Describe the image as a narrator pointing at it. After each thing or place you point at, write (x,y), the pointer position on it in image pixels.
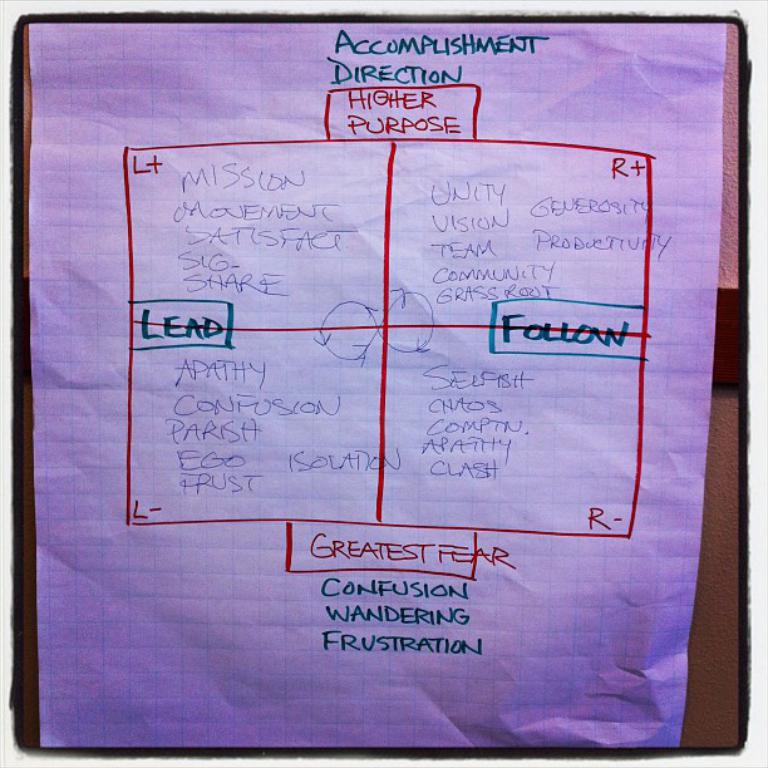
In this image there is a paper (373,441) having some text (459,378). The paper (550,399) is on an object (704,659).
